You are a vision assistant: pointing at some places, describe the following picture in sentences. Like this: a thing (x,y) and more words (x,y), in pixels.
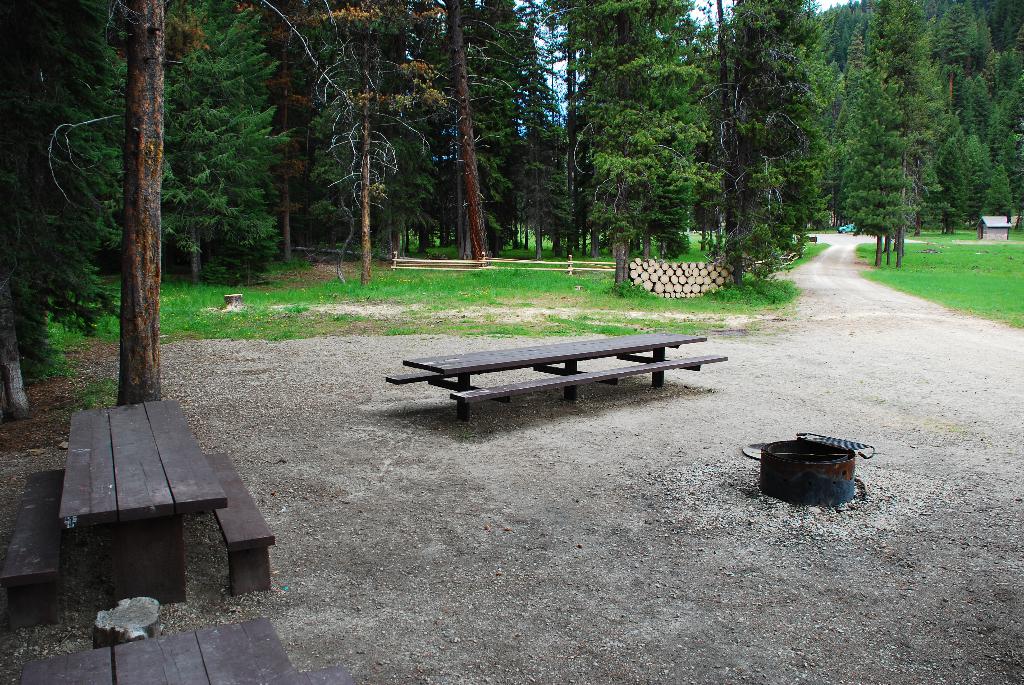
There are wooden benches (39,578) in the foreground area of the image (454,382) and an object (841,493) on the right side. There are trees (565,244), grassland (532,279), railing (513,260), house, vehicle (845,230) and sky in the background area (470,263).
